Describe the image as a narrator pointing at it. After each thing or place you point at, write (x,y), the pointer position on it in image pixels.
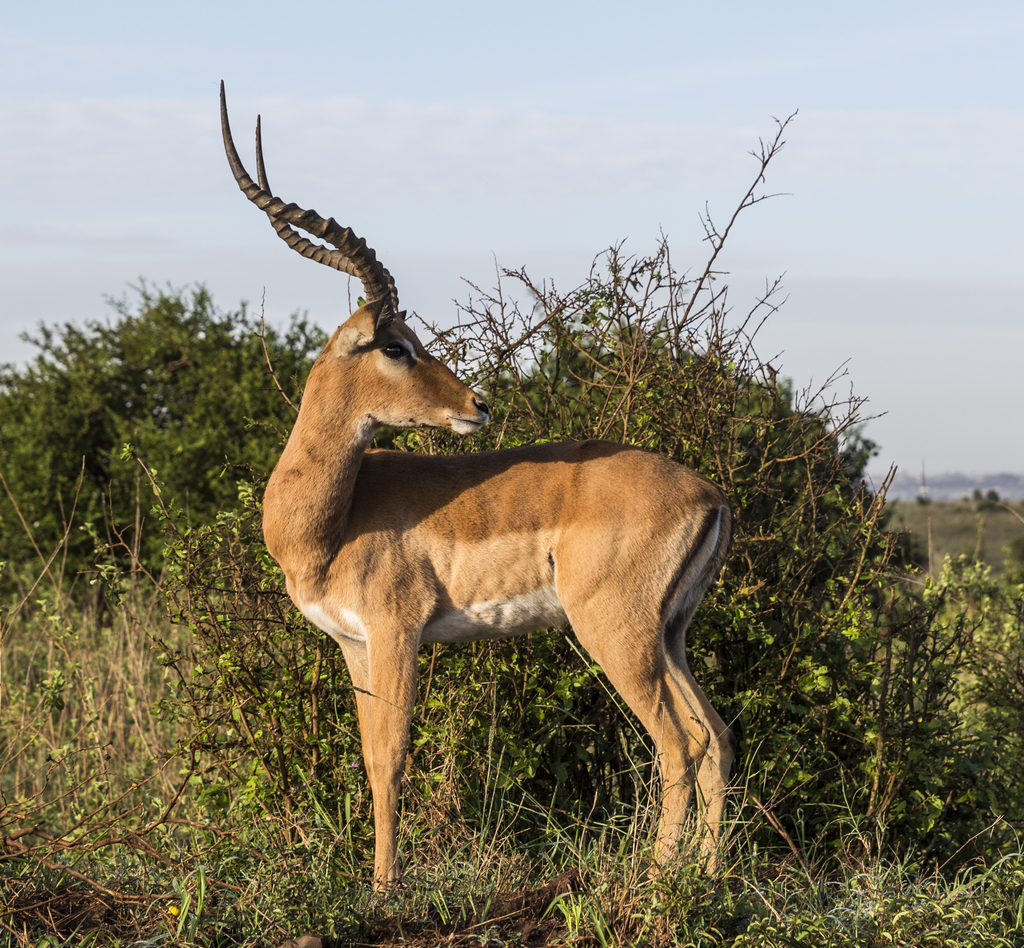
In this image there is a deer (404,522) standing on the land (483,914) having few grass (231,861), plants (878,622) on it. Top of image (426,116) there is sky (643,157).
